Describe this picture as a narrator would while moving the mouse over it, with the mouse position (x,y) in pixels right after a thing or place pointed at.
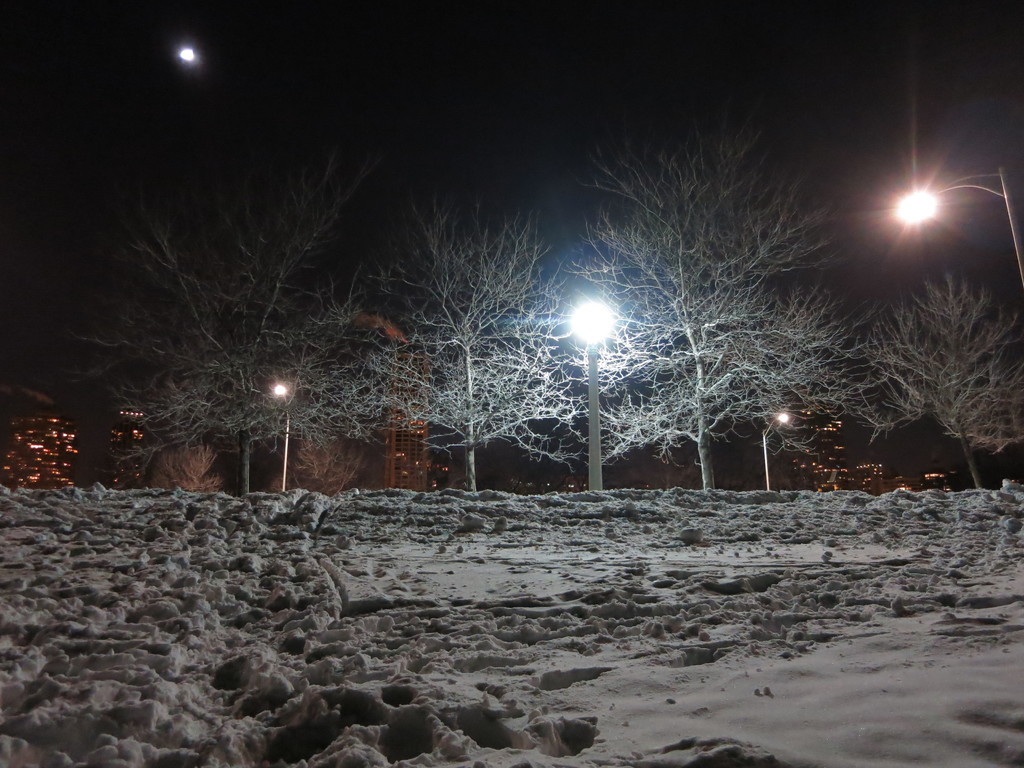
In this image there is snow (461,600) on the ground (551,586). There are trees (551,347) and street light poles (941,192) on the ground (288,495). In the background (50,439) there are buildings (63,444). At the top (587,83) it is dark.
